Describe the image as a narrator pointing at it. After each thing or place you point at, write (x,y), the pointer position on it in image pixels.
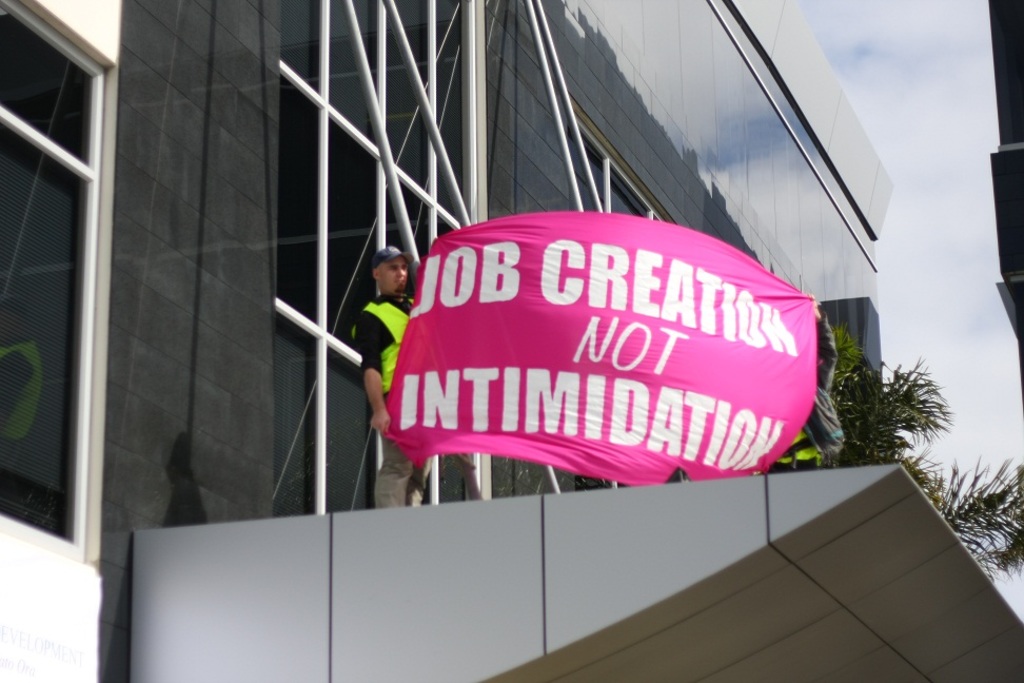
In the center of the image (432,438) there is a building (388,557) and we can see two people (808,454) standing on the building (529,464) and holding a banner (532,358). In the background (882,397) there is a tree (917,418) and sky (949,240).
